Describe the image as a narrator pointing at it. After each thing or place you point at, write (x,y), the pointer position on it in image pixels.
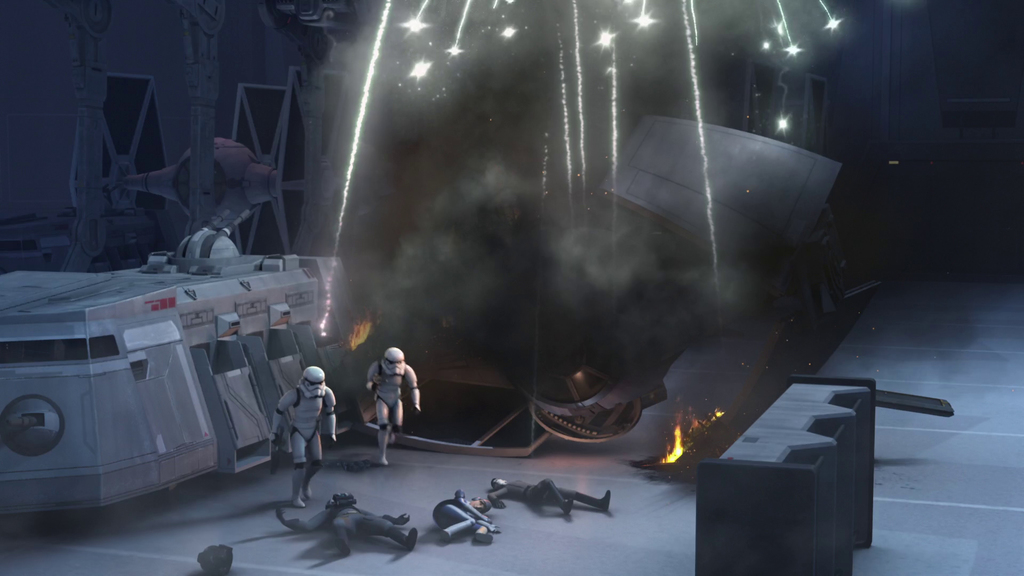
This is an animated image. I can see three people (457,499) lying on the floor (412,480) and two people (395,408) walking. There are some machines (93,445), objects (746,432) and fire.
